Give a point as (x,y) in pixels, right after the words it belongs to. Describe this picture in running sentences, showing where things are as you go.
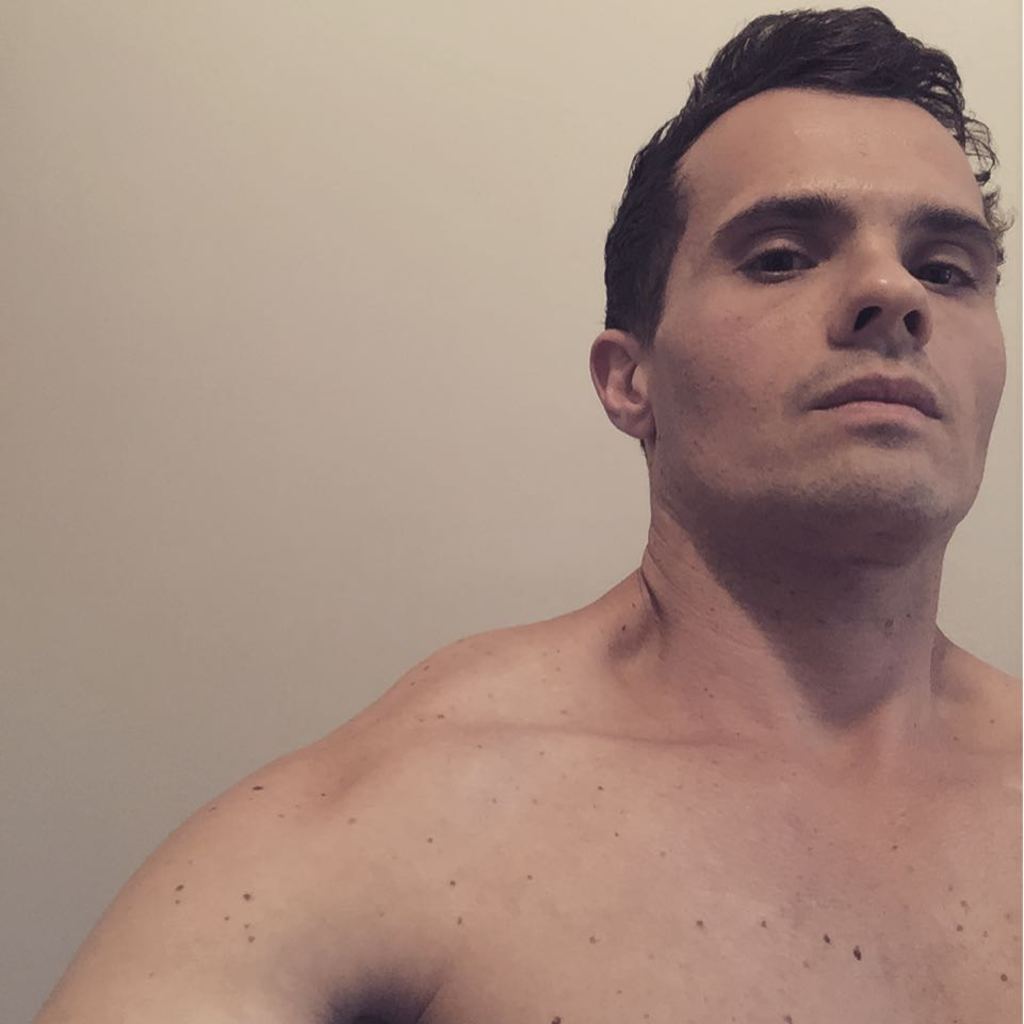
In this picture I can see a man (658,754), there are black color spots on his body (690,870).
